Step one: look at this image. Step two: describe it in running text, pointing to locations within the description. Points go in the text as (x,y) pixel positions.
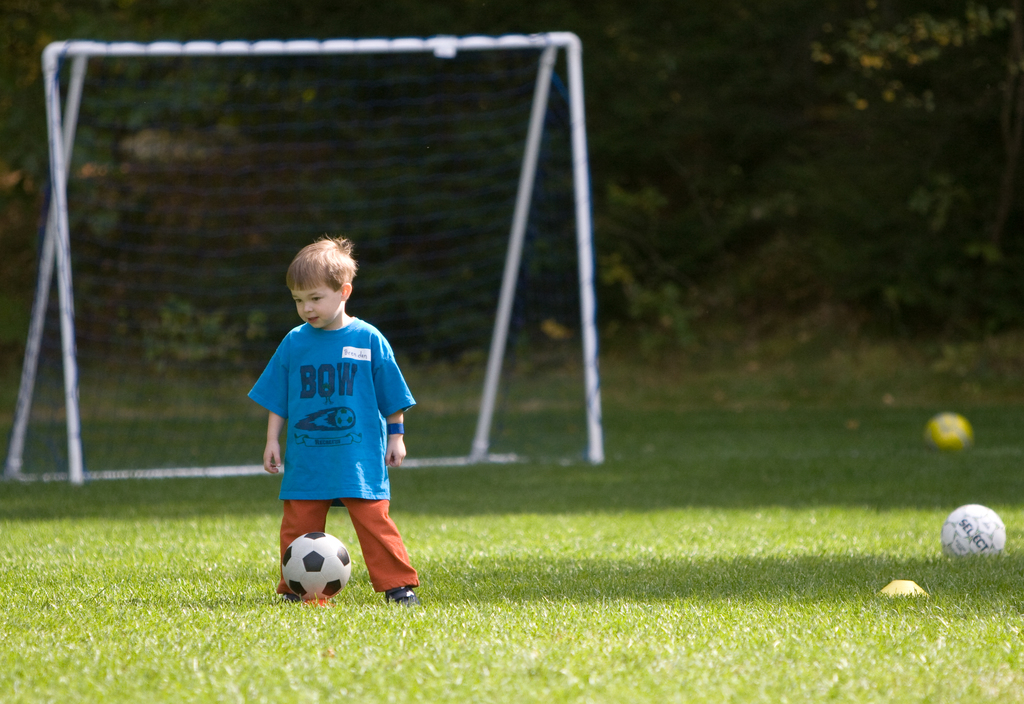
This image is taken in outdoors. In the bottom of the image (77,559) there is a grass (539,608). In the right side of the image (975,550) there are two balls (970,514) in the ground (963,496). In the middle of the image (345,372) a boy (385,574) is standing and ready to kick a ball (297,570). At the background (371,192) there is a football net (338,186) and there are many trees (647,122).
